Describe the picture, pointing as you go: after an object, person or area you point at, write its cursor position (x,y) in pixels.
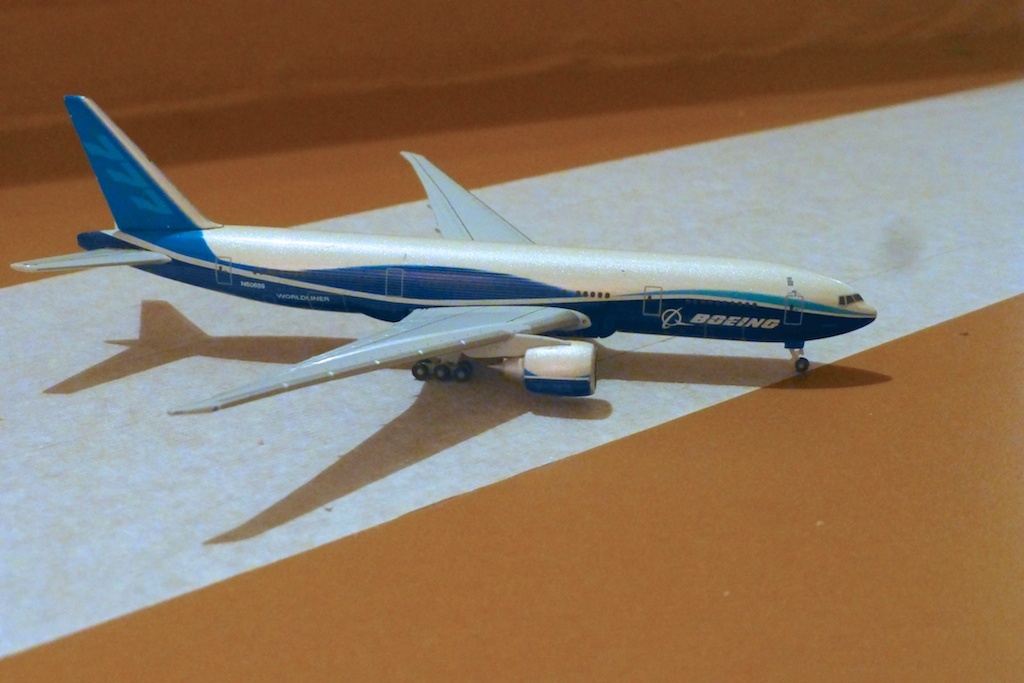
In this image there is a airplane toy (480,289) on the floor (303,507). Toy (514,377) is in blue and white colour.
